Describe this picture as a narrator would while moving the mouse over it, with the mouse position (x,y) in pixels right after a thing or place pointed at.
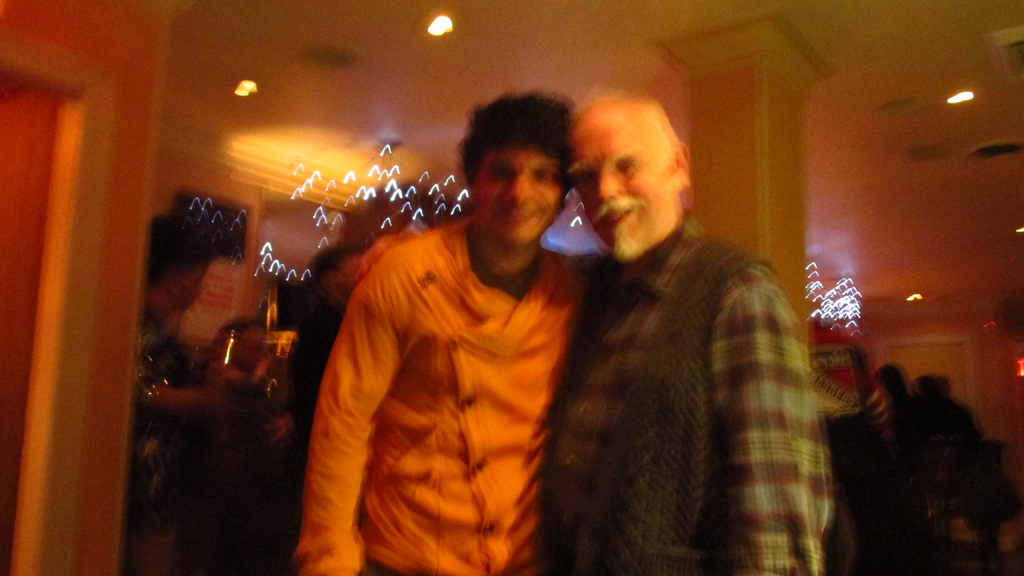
In this image we can see two persons (467,304) standing and smiling, behind them, we can see a few people (303,326), there are doors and a pillar (701,93), at the top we can see some lights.
